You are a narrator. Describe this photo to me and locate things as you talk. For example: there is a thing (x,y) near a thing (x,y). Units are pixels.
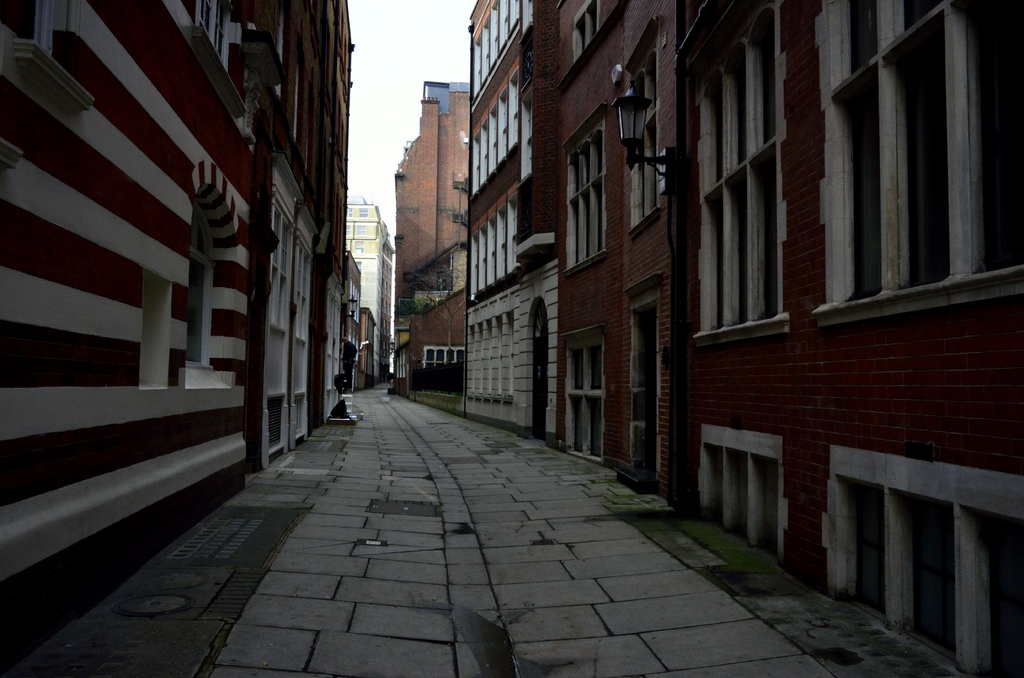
In this picture we can observe a path (352,515). On either sides of this path (356,426) there are buildings (166,213) which were in brown and white color. In the background (368,109) there is a sky (387,106).
